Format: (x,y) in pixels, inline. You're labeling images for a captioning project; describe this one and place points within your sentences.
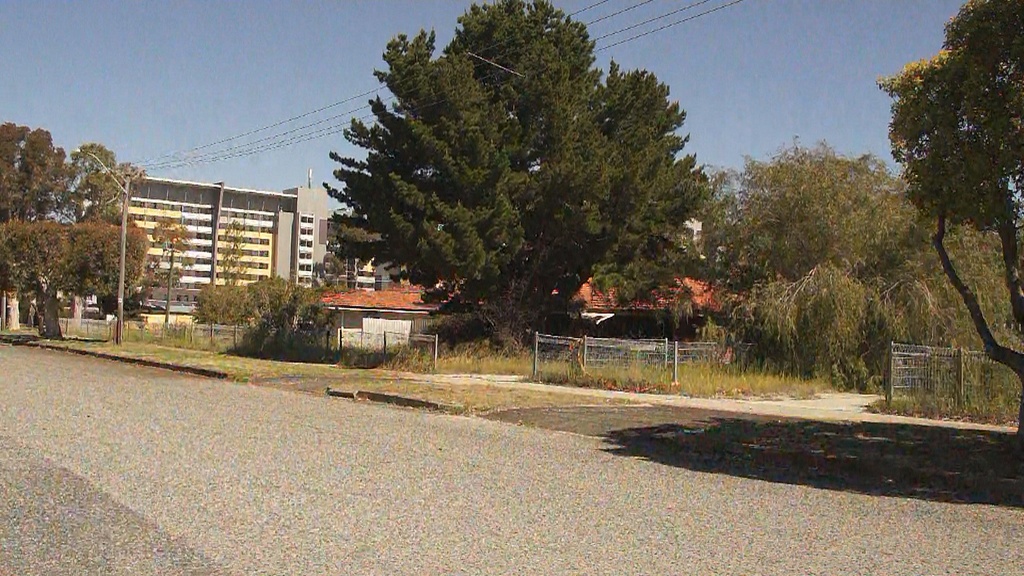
In this picture we can see road (663,447), grass (756,387), trees (311,324), pole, light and fences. In the background of the image (293,253) we can see buildings (154,198), house (398,293) and sky (185,141).
